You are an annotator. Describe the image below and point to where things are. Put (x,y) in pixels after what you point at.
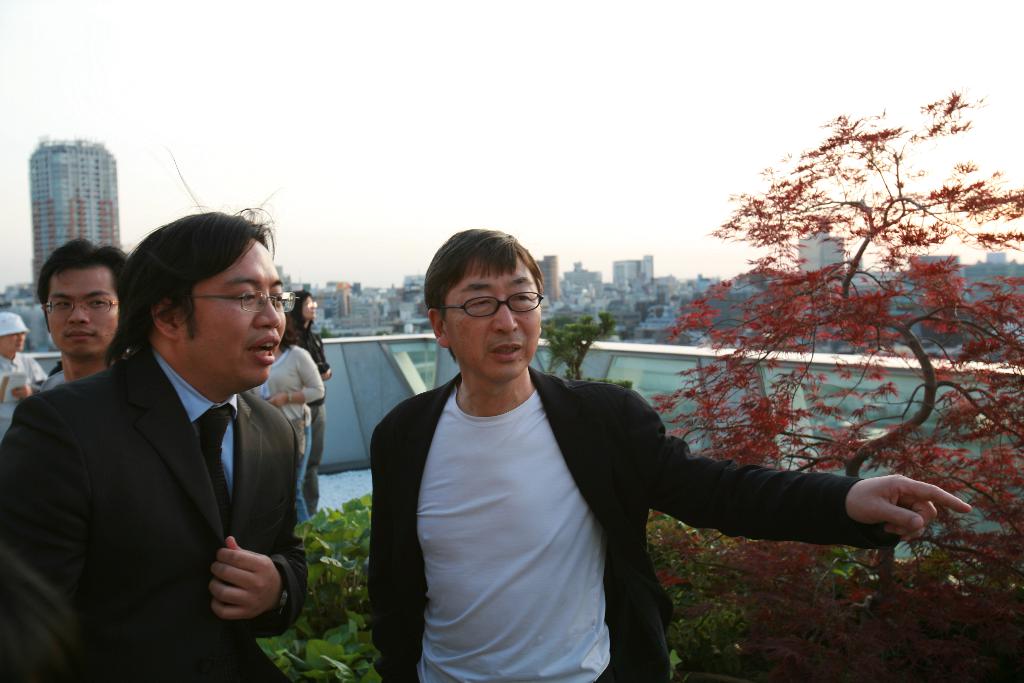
In this image there are a few people (138,435) standing. In the foreground (133,384) there are two men (252,432). They are talking. Behind them there are plants (741,569). Behind the plants (746,561) there is a railing (396,363). In the background (636,278) there are buildings (649,279) and skyscrapers (65,166). At the top (535,87) there is the sky (511,123).
